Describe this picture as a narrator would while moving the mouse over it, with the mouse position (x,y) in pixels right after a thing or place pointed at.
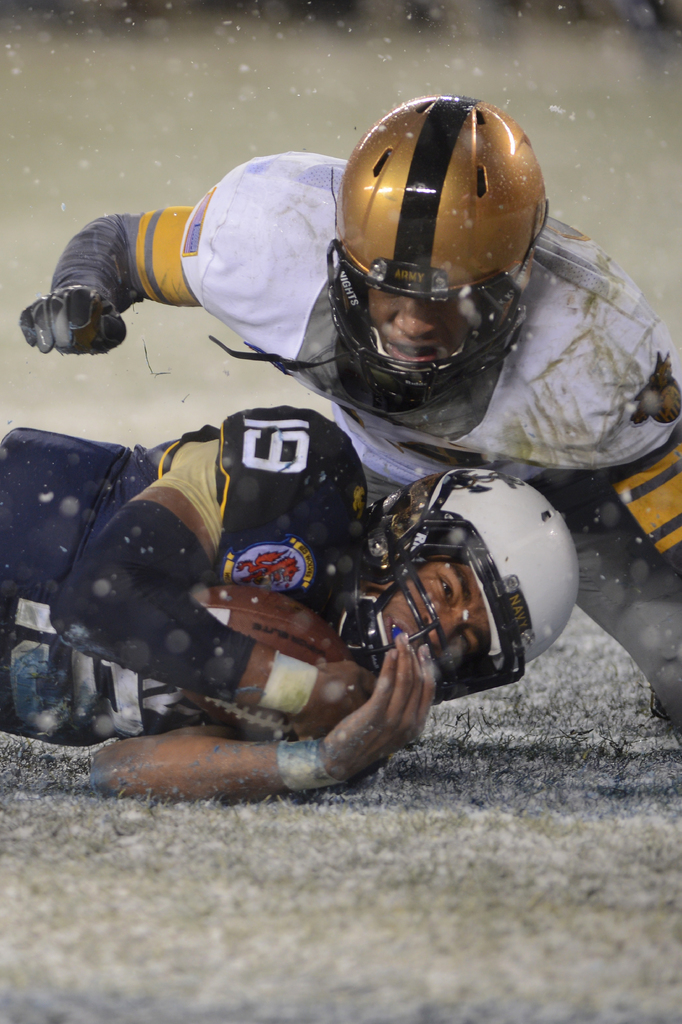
In this image, we can see two persons (345,369) wearing clothes (228,688) and helmets (428,560). The person (113,498) who is on the left side of the image (110,511) holding a ball (265,601) with his hands (337,771). In the background (235,122), image is blurred.
